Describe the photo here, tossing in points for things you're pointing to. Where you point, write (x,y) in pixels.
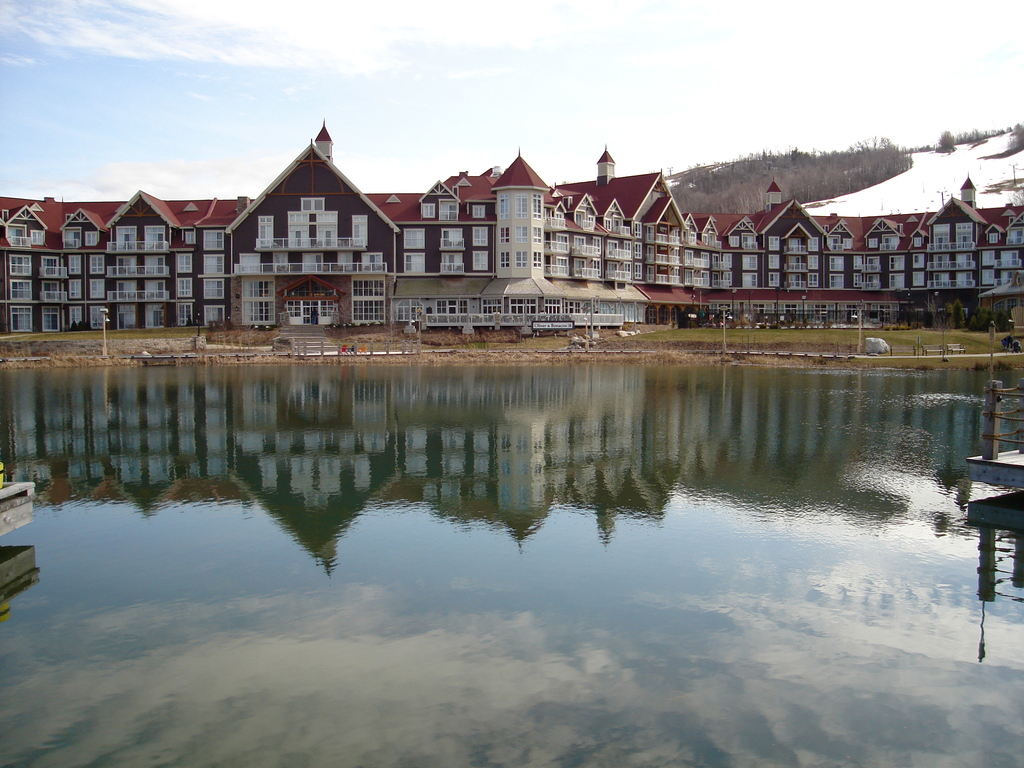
In this image I can see at the bottom (451,591) there is the water (404,574), in the middle (467,281) there are buildings (586,254). At the top (527,93) it is the cloudy sky (492,50).
